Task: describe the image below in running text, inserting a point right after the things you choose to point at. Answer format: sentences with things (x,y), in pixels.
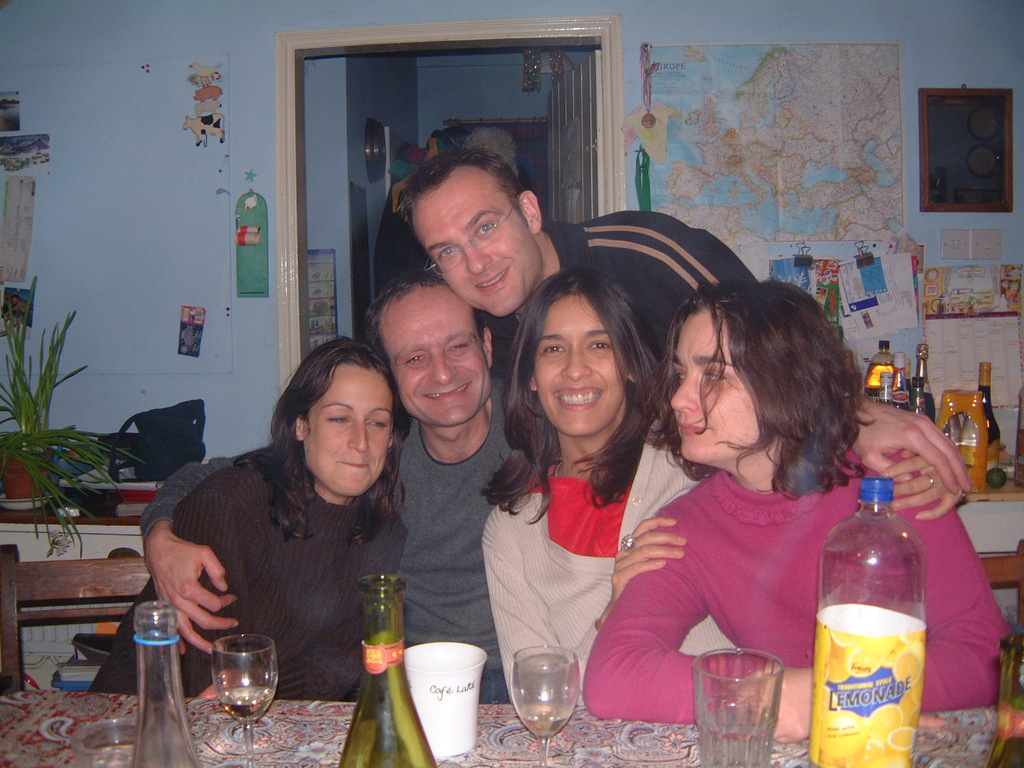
In this picture there are three women (589,494) a man (416,505) sitting on the chair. There is a man (597,251) standing at back (652,241). There is a glass (238,671), bottle (144,736), cup (456,719) on the table (622,746). There is a flower pot (35,484), plant (43,453), black handbag (146,452), book (136,491) on the desk (100,536). There is a map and few bottles (888,351) at the background (882,392). There are some stickers (201,123) on the wall (212,191). There is a frame (933,149).
